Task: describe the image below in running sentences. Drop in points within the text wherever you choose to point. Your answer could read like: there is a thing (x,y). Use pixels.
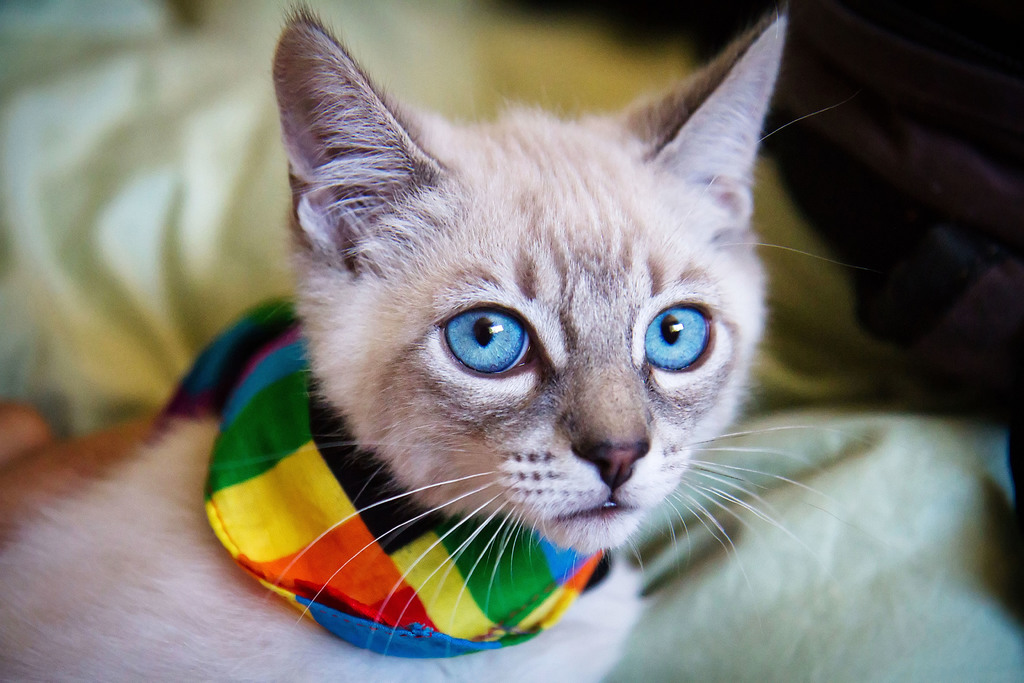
In this image we can see one cat (586,284), colorful kerchief (499,634) around the cat's neck (533,587) and some objects (955,160) on the surface (775,610).
